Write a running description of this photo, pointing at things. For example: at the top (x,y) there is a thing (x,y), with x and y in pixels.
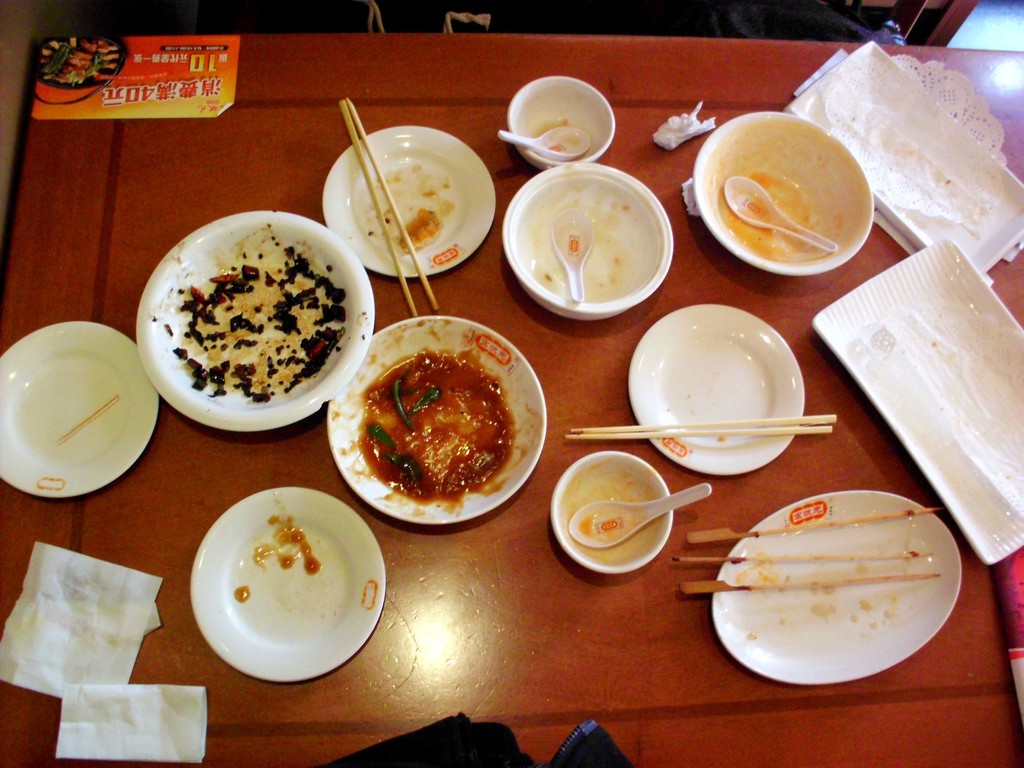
In this picture there is a plate (206,406), tissue paper (134,632) bowl (575,478), spoon (620,511), chopsticks (617,431), tray (951,443) and other objects (324,309) on the table (324,466).
